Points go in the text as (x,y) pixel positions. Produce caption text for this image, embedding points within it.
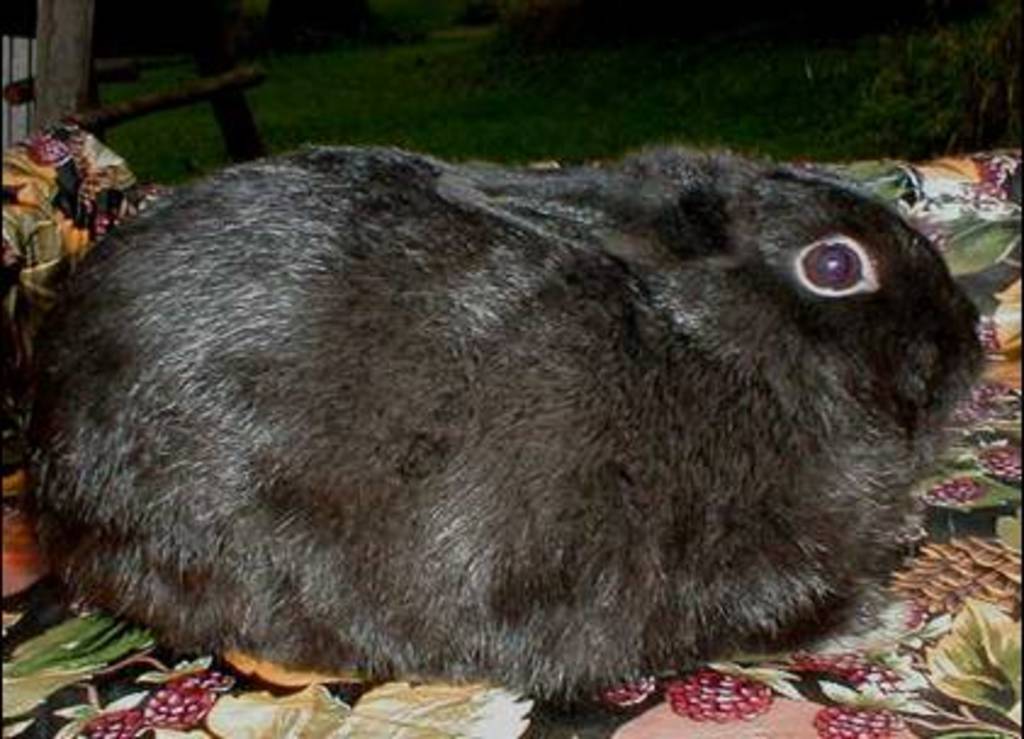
In this image I can see a black colour rabbit (486,164) in the front (492,250). In the background (485,102) I can see grass (385,110).
